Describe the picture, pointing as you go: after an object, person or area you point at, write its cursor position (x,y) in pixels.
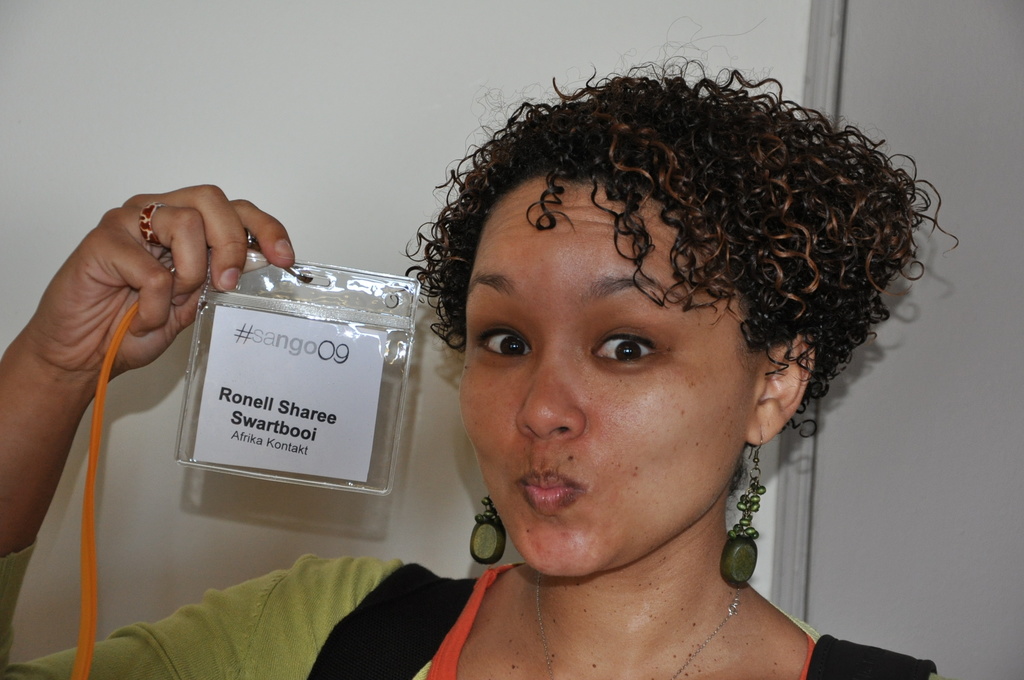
This image consists of a woman (314,603) holding an ID card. She is wearing a green dress (301,608). In the background (438,85), there is a wall (604,67) in white color.
